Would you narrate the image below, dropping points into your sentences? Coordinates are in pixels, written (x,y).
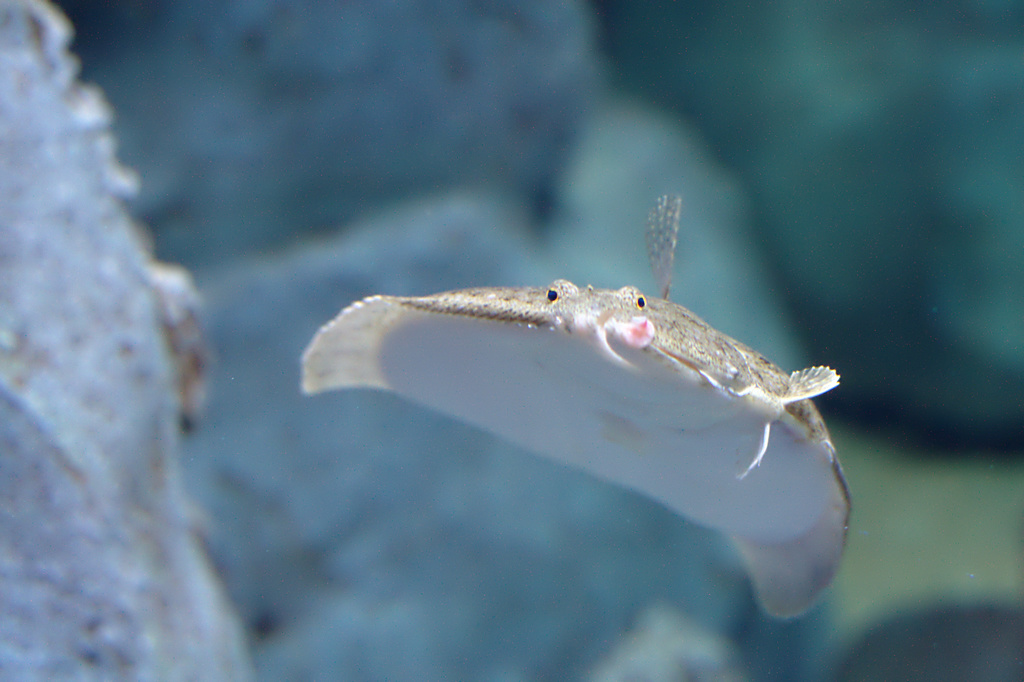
As we can see in the image there is water (511,205). In water (895,199) there is an aquatic animal (688,372) and the background (402,178) is blurred.
